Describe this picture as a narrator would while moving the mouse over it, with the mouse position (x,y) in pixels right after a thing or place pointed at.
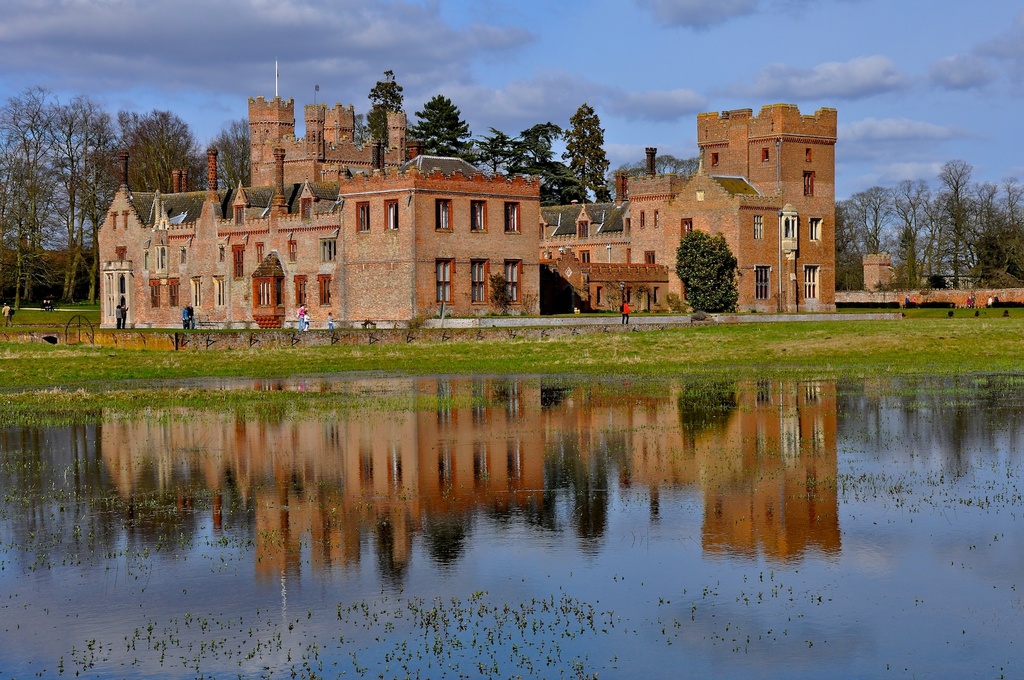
At the bottom of the image (971,531) there is water (324,655). In the middle of the image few people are standing and walking. Behind them there are some buildings (412,149) and trees (80,133). At the top of the image (96,20) there are some clouds (111,15) in the sky (63,33).
